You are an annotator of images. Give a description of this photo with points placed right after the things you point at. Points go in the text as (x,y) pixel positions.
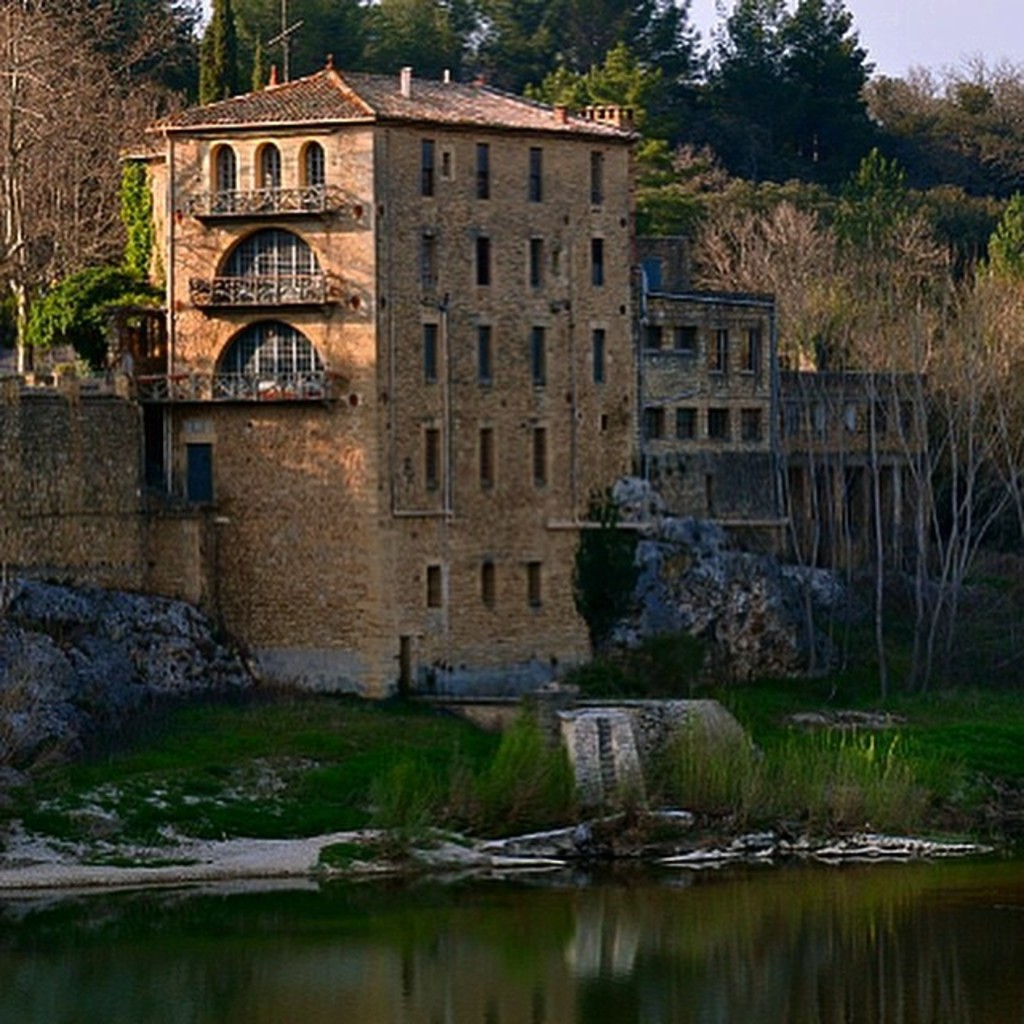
In this image I can see the water (328,912) and the grass (516,754) in front (65,992) and I can also see the rocks (27,675). In the background (319,595) I can see a building (520,569), number of trees (752,231) and the sky (890,43).
